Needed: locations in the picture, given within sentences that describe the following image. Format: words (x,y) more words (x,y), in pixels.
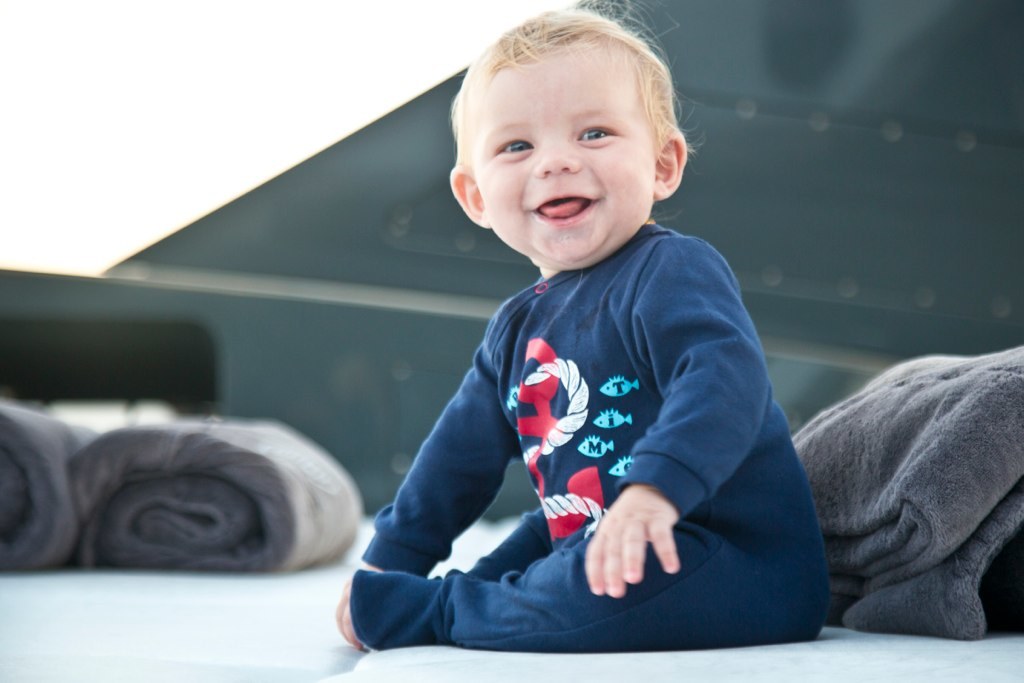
In the picture there is a baby (560,377) sitting on a surface (586,669) and the baby (628,217) smiling, there is a bed sheet (921,470) behind the baby (758,342) and the background (146,203) is blurry.
